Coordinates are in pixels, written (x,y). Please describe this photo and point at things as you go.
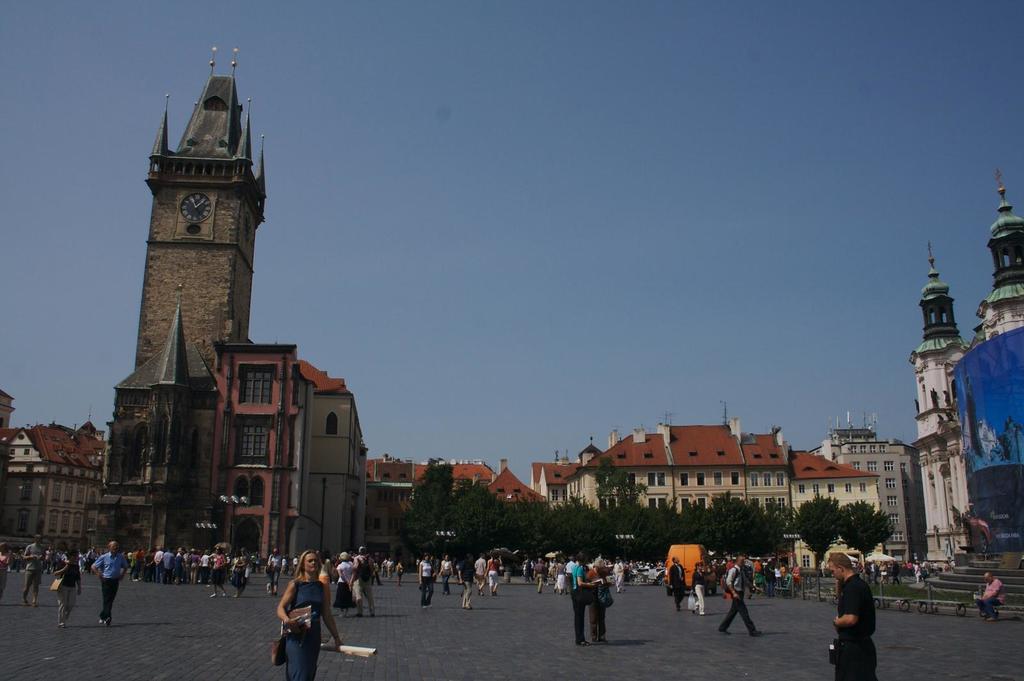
In this image, we can see some people (501,570) walking, there are some trees (473,555), we can see buildings (873,460), at the top (741,51) we can see the blue sky (99,291).
